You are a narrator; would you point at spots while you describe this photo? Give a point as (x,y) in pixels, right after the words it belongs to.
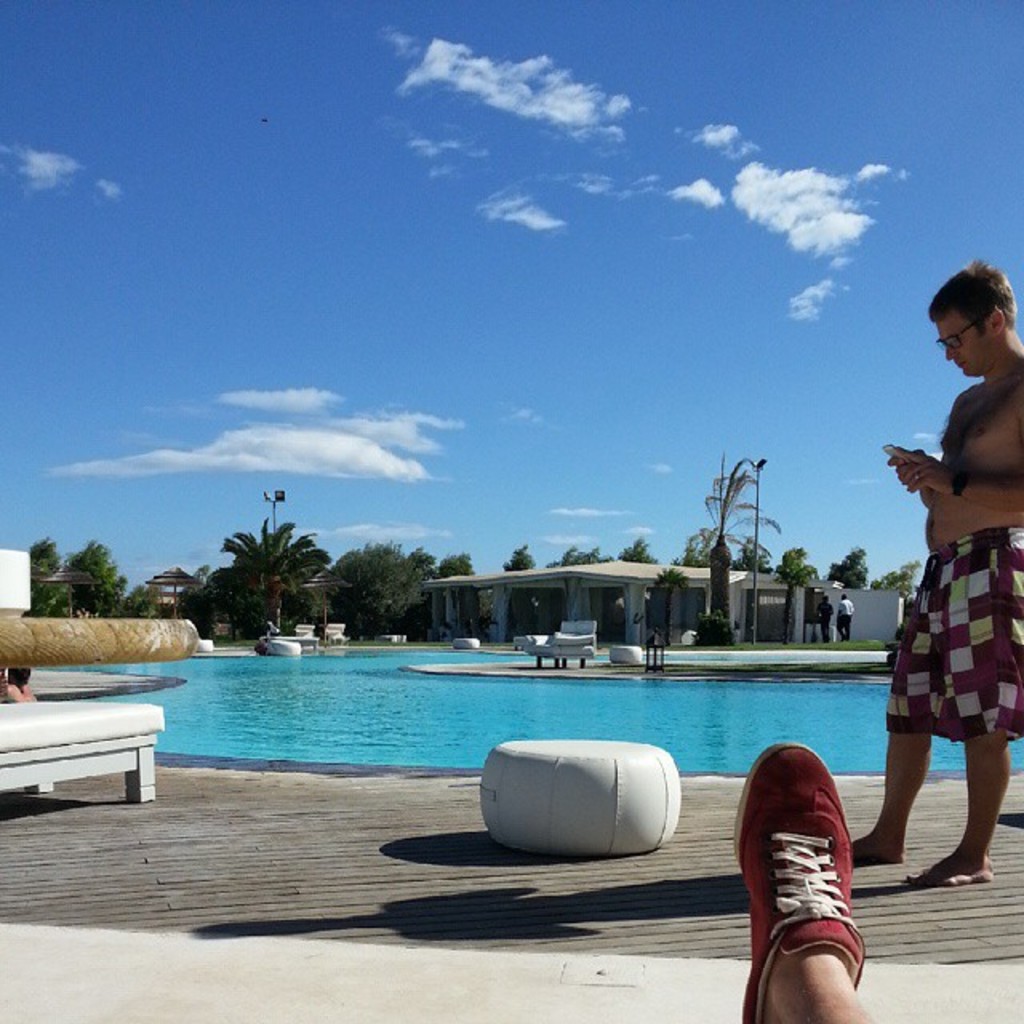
At the bottom of the image (799,965) we can see one human leg (806,977) and one red shoe (794,811). On the right side of the image (954,510), we can see one person (946,529) is standing and he is holding some object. In the center of the image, we can see one white color object (611,816), one bench (35,724), one cream color object (98,655), one person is sitting and a few other objects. In the background (402,281) we can see the sky (365,281), clouds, buildings (609,568), trees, poles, benches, white color objects (623,648), water (409,656), two persons (842,619) are standing and a few other objects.
